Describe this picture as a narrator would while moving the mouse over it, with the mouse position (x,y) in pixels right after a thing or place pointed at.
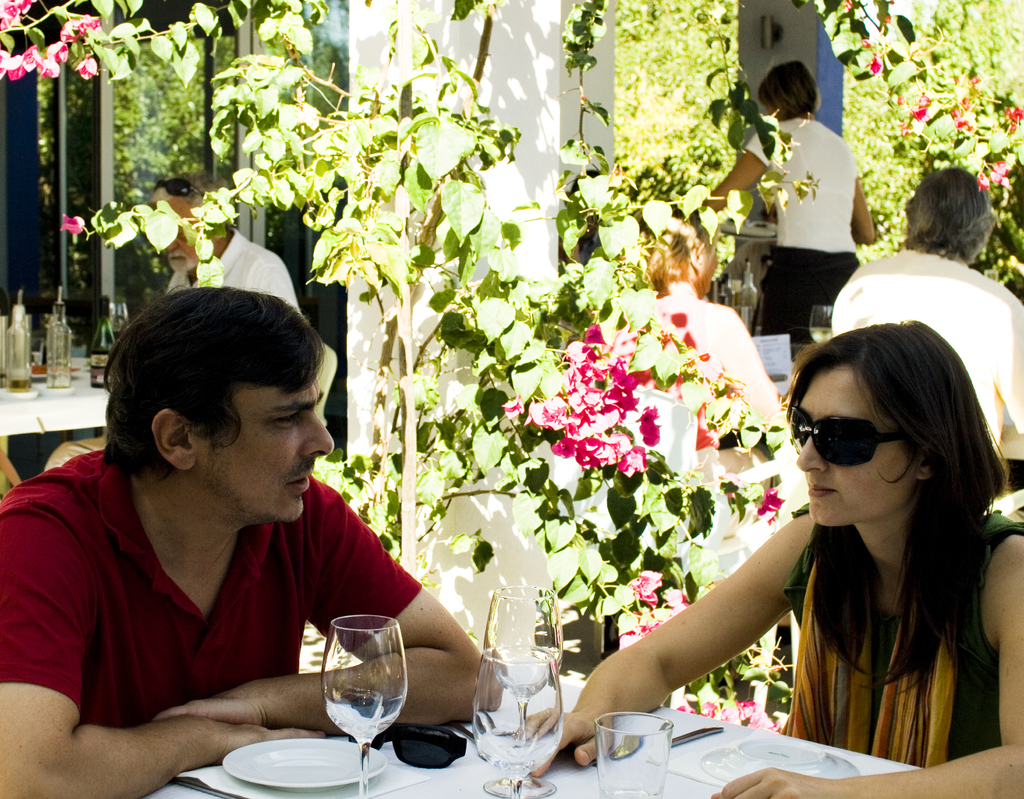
This picture there is a man (321,558) and woman (994,710) and Background (451,176) there is a plant (535,341).
